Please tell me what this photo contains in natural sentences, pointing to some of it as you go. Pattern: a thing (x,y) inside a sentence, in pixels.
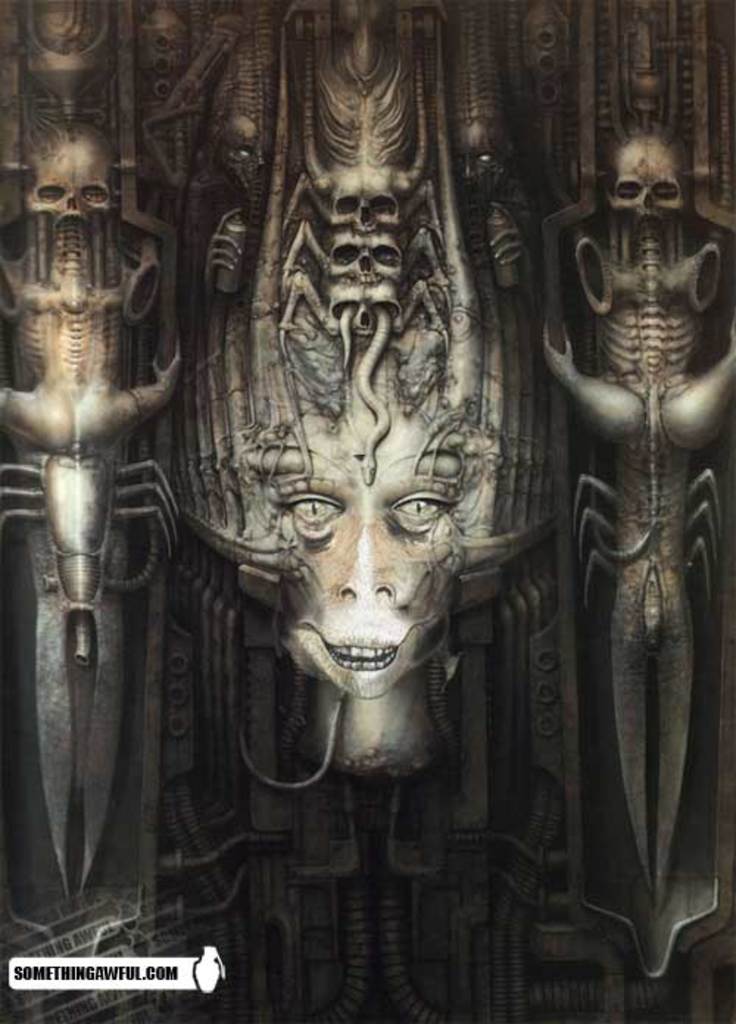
This is an edited image in which there are sculptures (339,398).
